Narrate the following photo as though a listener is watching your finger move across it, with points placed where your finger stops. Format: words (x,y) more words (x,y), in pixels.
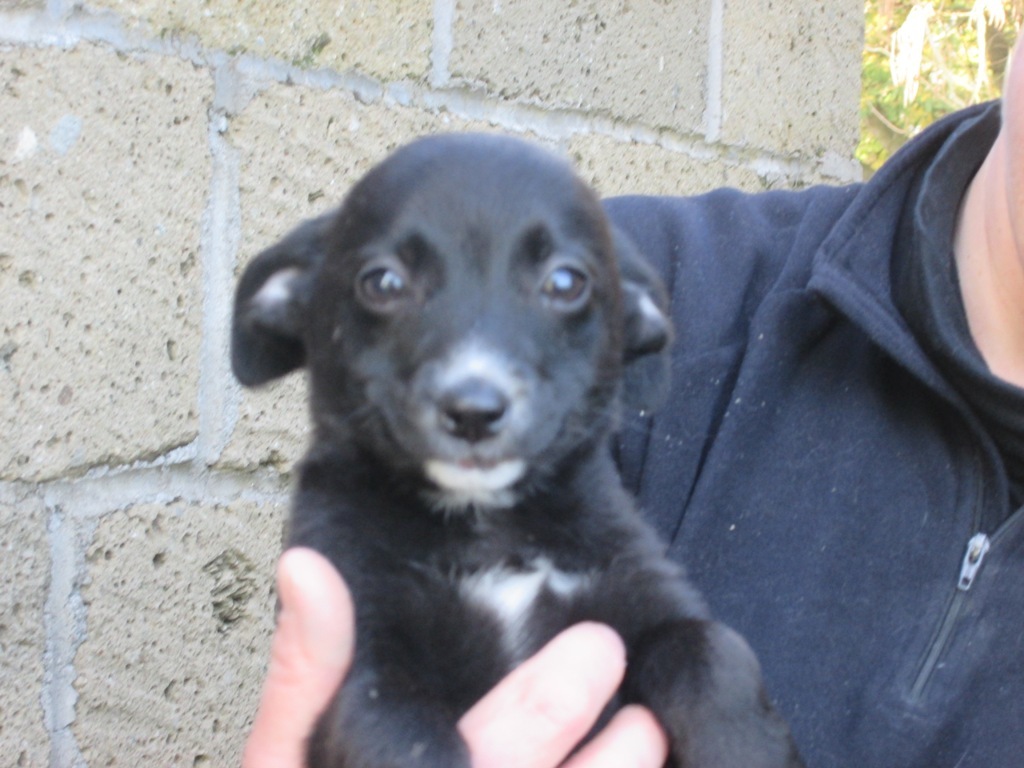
In this image we can see one person (981,306) truncated on the right side of the image (874,456) holding a black puppy (359,555), one wall (777,43) in the background (131,579) and a few trees (890,120) in the background (890,120) on the top right side of the image (888,101).
